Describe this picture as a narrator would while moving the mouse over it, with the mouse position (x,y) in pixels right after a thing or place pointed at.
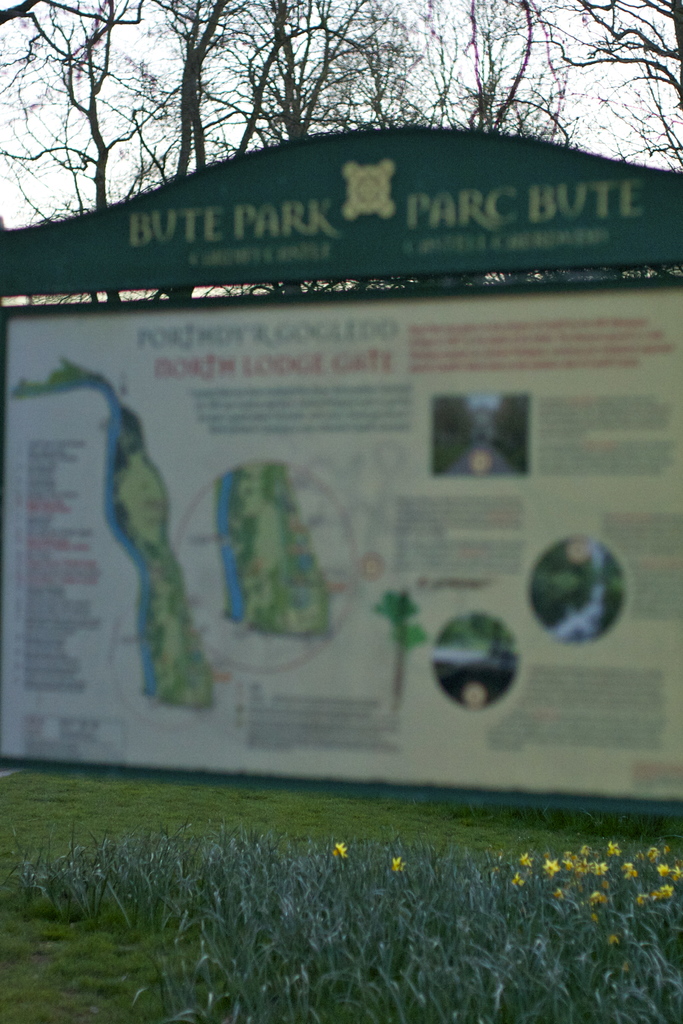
In this image I can see a board (315,559). There are few pictures (228,538) and some text (426,511) on it. I can see grass (286,946) on the ground (386,952). I can see few trees (308,92). I can see the sky (407,60).
